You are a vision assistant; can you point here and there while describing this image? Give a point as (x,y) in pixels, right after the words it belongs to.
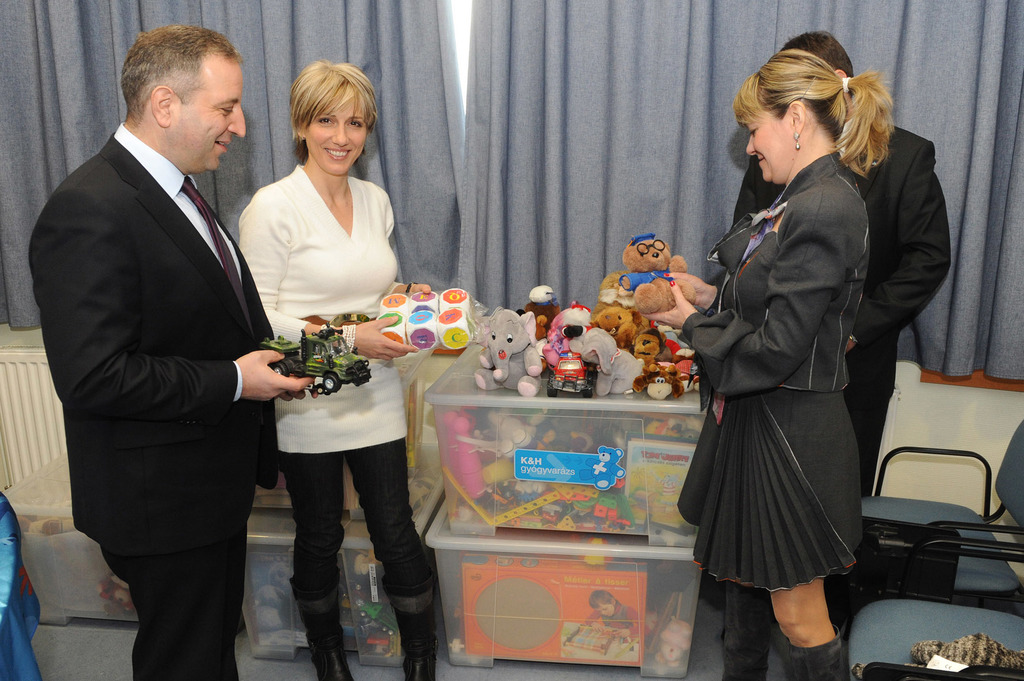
In this image there are two men (149,305) and two women (657,318) holding toys (353,355) in the hands (677,301), in the background (629,594) there are boxes (615,484), in that boxes (499,506) there are toys (484,464) and there is a gray curtain (1004,48), in the bottom right (866,601) there are chairs (946,545).
